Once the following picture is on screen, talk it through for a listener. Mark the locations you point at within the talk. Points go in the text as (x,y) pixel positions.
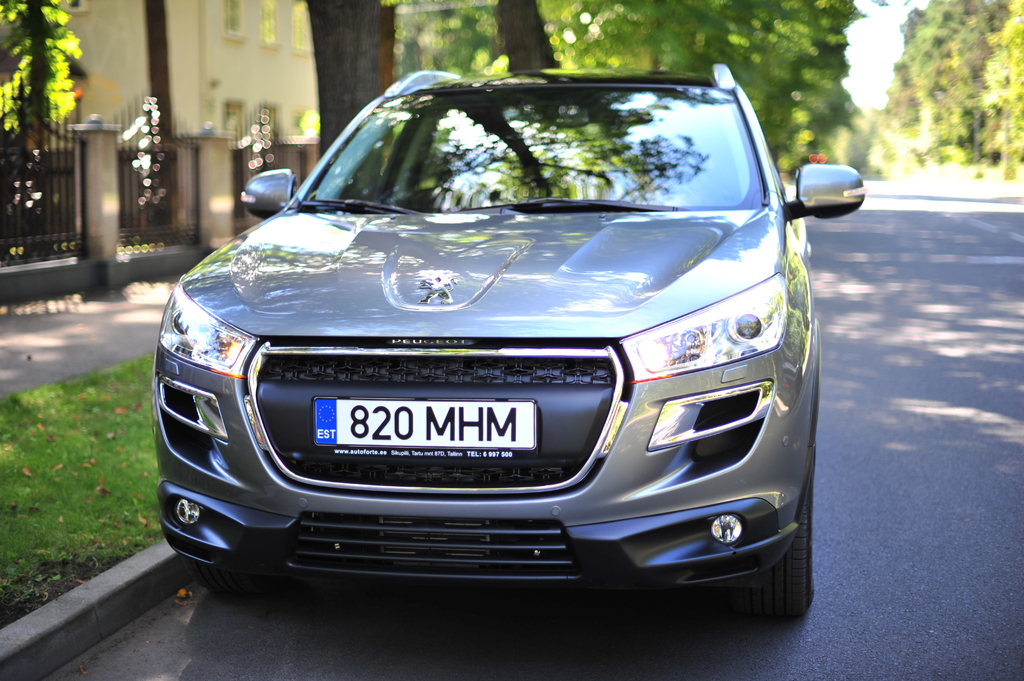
In this picture we can see a car (599,357) on the road (834,374), beside to the car (792,324) we can find grass (99,459), in the background (238,185) we can see fence (86,193), few trees (43,140) and a building (261,82).
